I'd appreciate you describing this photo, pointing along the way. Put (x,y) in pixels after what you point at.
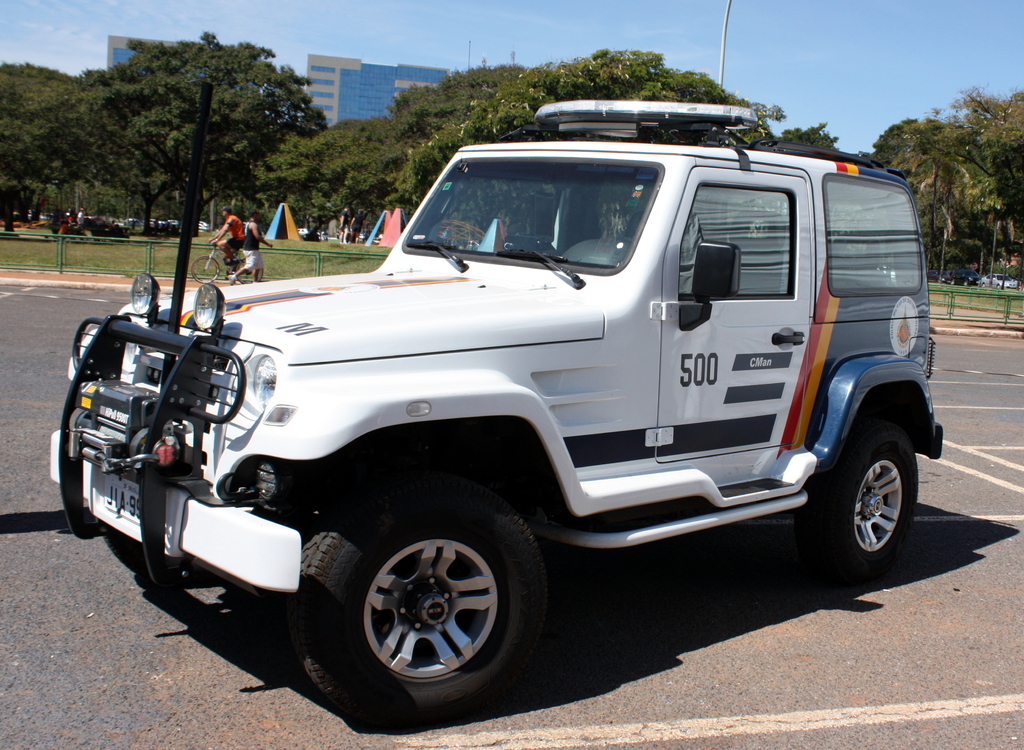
In front of the picture, we see a vehicle (630,309) in white color is parked on the road (636,551). At the bottom (634,634), we see the road (693,634). Beside the car (214,291), we see the man (242,238) in the red T-shirt (240,223) is cycling. Beside that, the man (260,264) in the black T-shirt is walking. Beside them, we see the road railing (119,254). There are trees (294,133), buildings (352,119) and cars (318,237) in the background (326,153). We see the objects (293,233) in pink, blue and yellow color. We even see the poles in the background (721,69). On the right side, we see a car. At the top (747,41), we see the sky (747,41).
